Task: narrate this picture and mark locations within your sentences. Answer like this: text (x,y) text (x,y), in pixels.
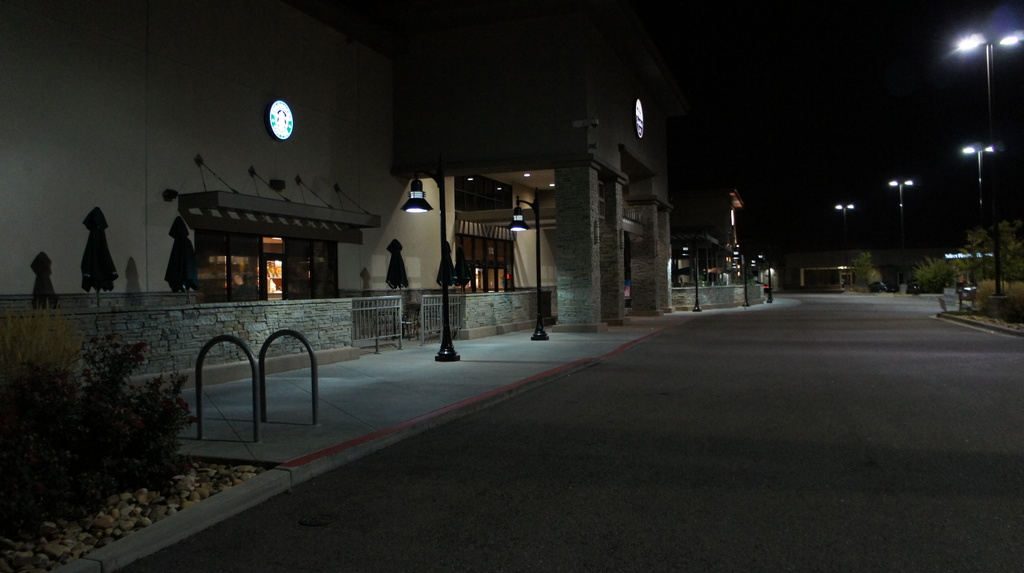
In the center of the image (438,257) we can see buildings (718,236), plants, poles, lights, pillars (579,223), fences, stones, umbrellas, round shape objects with lights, one vehicle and a few other objects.
